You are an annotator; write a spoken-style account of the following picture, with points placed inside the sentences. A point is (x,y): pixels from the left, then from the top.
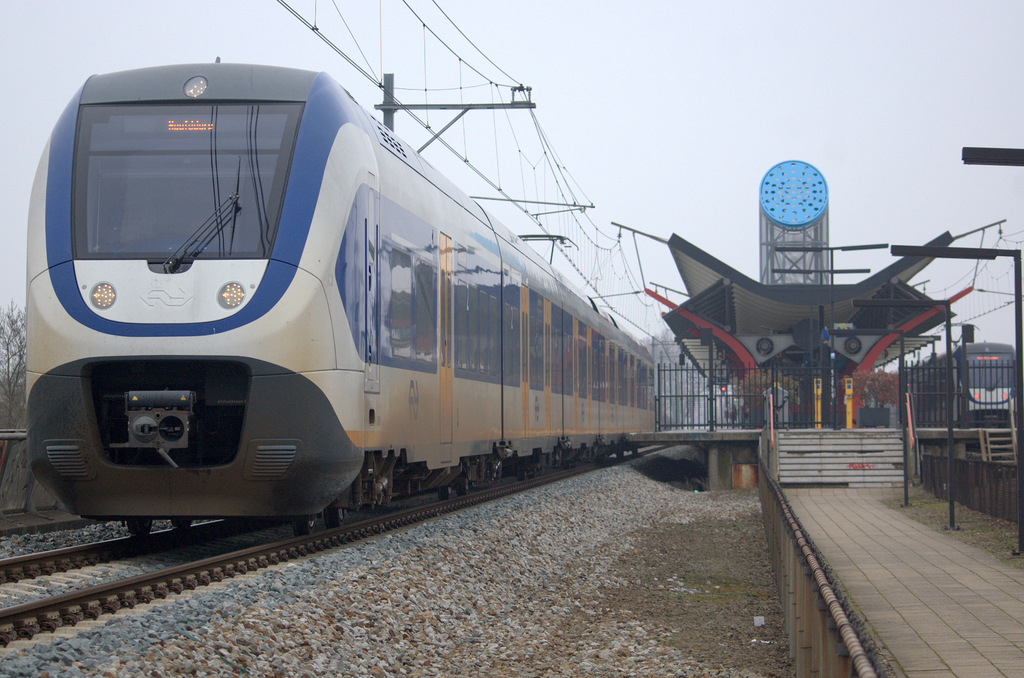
This picture is clicked outside. In the center (670,375) we can see railway platform (943,571) and we can see the grass (1001,529), metal rods (964,383), shed (755,319), deck rail (796,391) and staircase (870,454) and we can see the gravels (585,564), on both the sides we can see the trains (1003,371) seems to be running on the railway track (21,612). In the background (709,58) we can see the sky (747,76), cables (398,90), poles (387,77) and some other objects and we can see the trees (7,354).
